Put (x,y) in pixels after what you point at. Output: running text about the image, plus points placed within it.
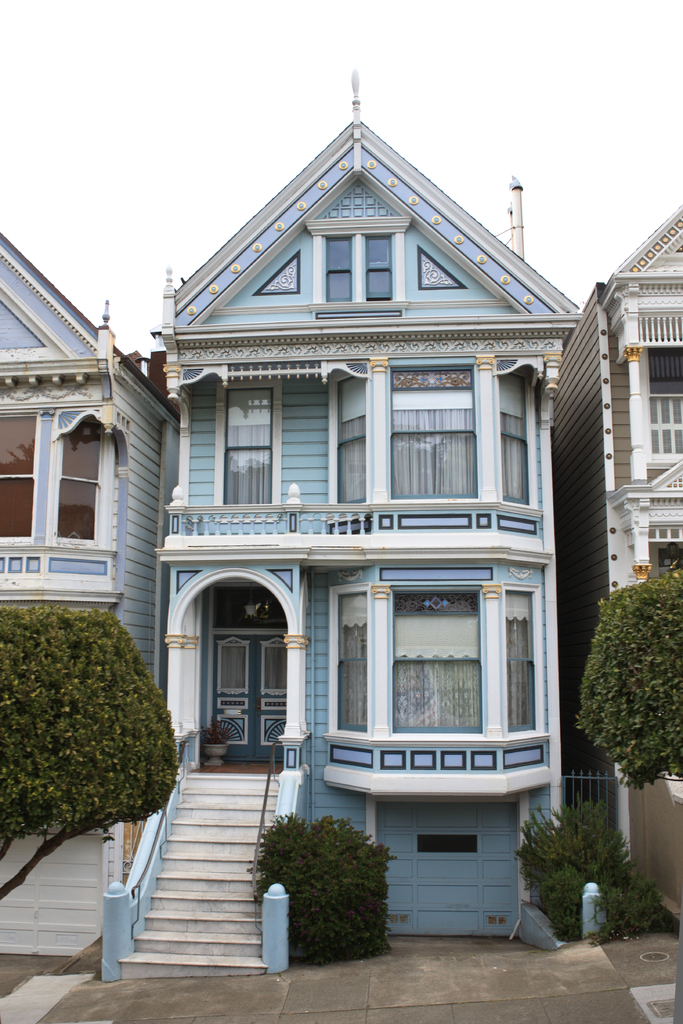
In this picture we can see buildings (232,570) with windows (354,479), doors (246,656), steps (226,809), house plant (214,730), trees (672,715), path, curtains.
